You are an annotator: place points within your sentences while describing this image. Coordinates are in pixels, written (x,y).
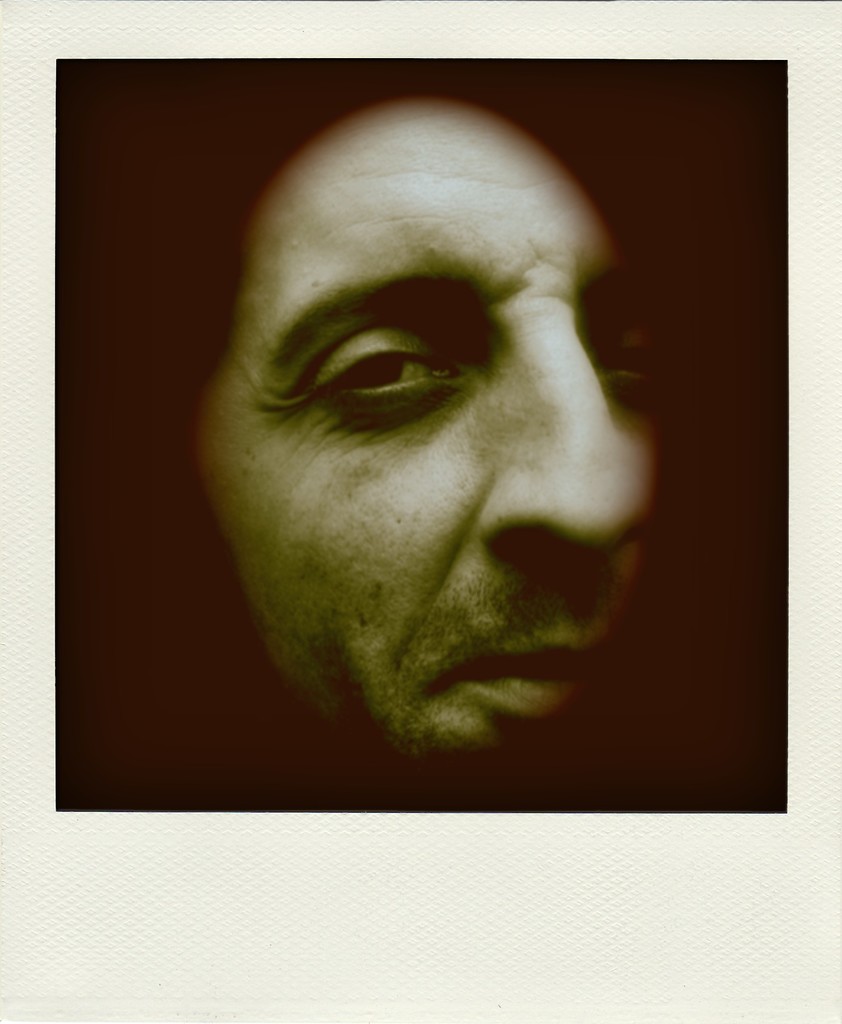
In this image, we can see a picture contains person face (455,438) on the dark background.
